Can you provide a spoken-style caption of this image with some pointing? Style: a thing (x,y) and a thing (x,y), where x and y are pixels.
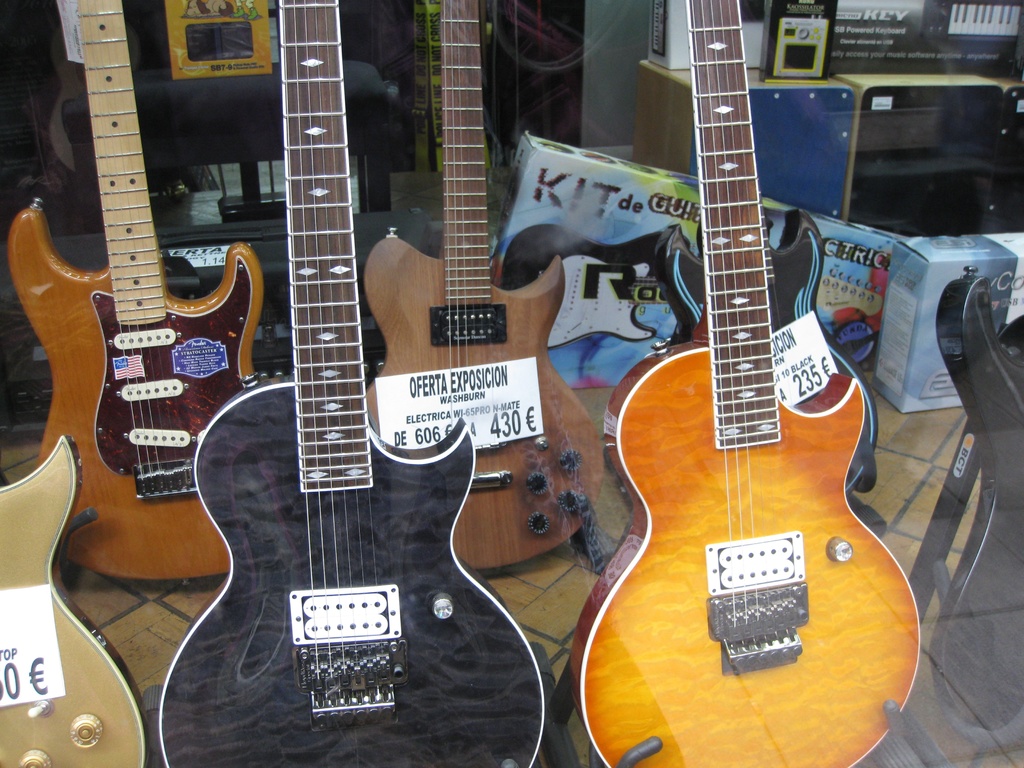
These are the guitars (806,552) in a shop (608,491) and there are price tags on them.
